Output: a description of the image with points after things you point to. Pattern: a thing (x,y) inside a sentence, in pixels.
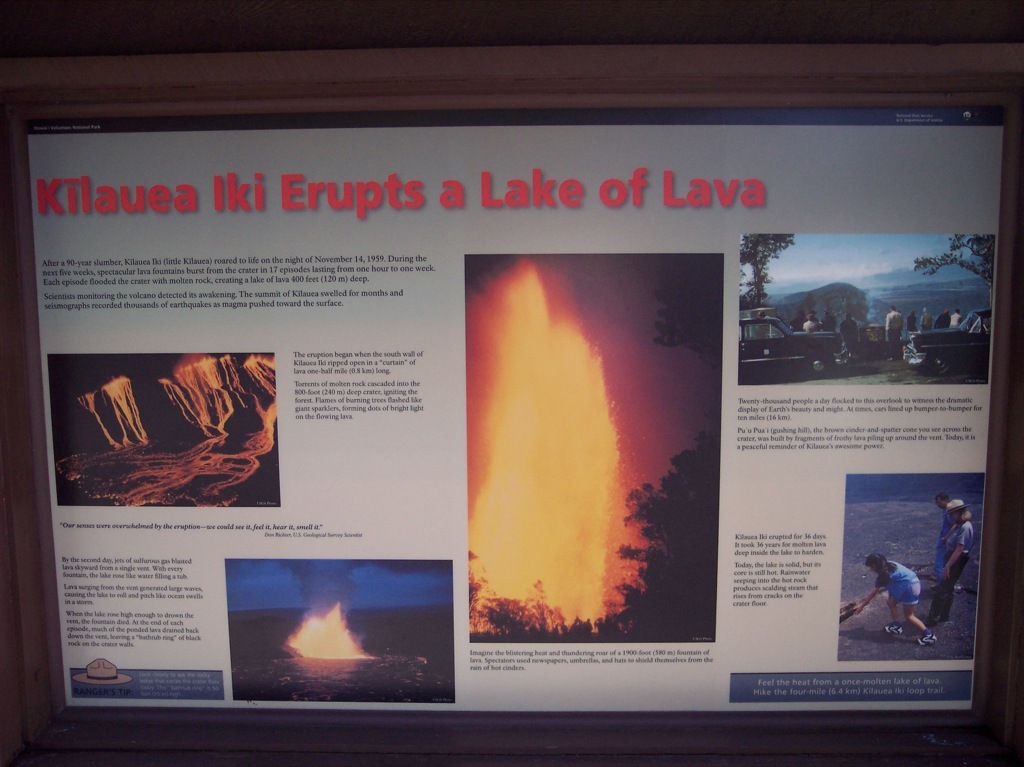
In this picture, we can see a sign (381,372). On that sign (763,626), we can see a fire (351,645), a group of people (957,319), cars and few text (414,400) written on it.
